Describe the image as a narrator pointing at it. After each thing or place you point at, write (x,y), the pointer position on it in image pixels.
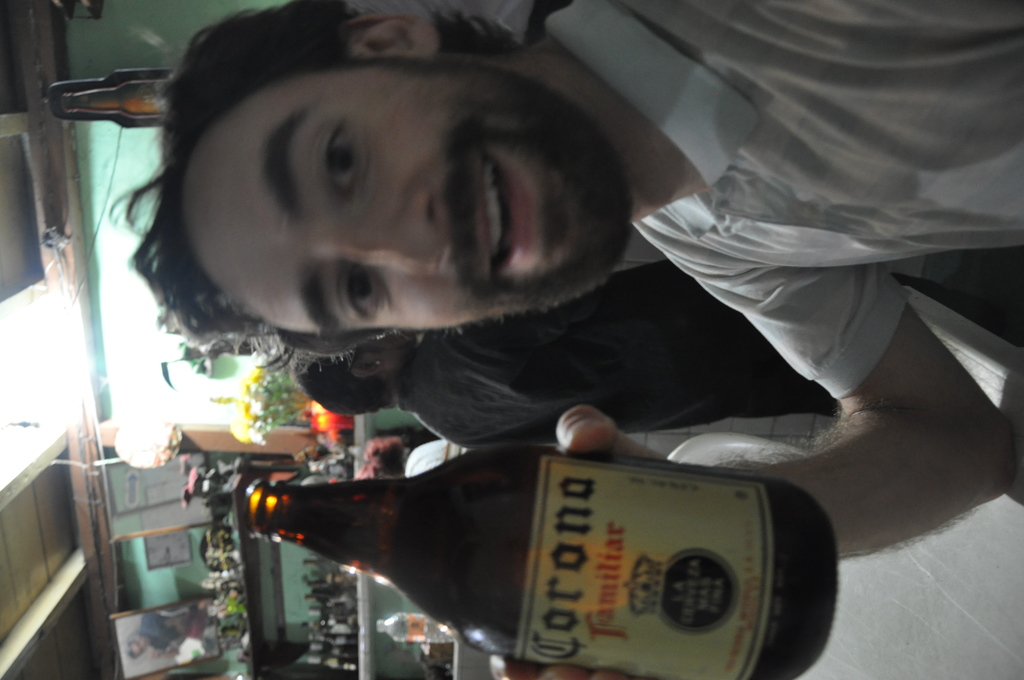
This picture is facing left side. There is a man (656,81) in light shirt (775,209) is holding a bottle (638,679), the bottle (758,536) is labelled and some text (605,597) printed on it. In the bottom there is a shelf (339,679) full of bottles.
